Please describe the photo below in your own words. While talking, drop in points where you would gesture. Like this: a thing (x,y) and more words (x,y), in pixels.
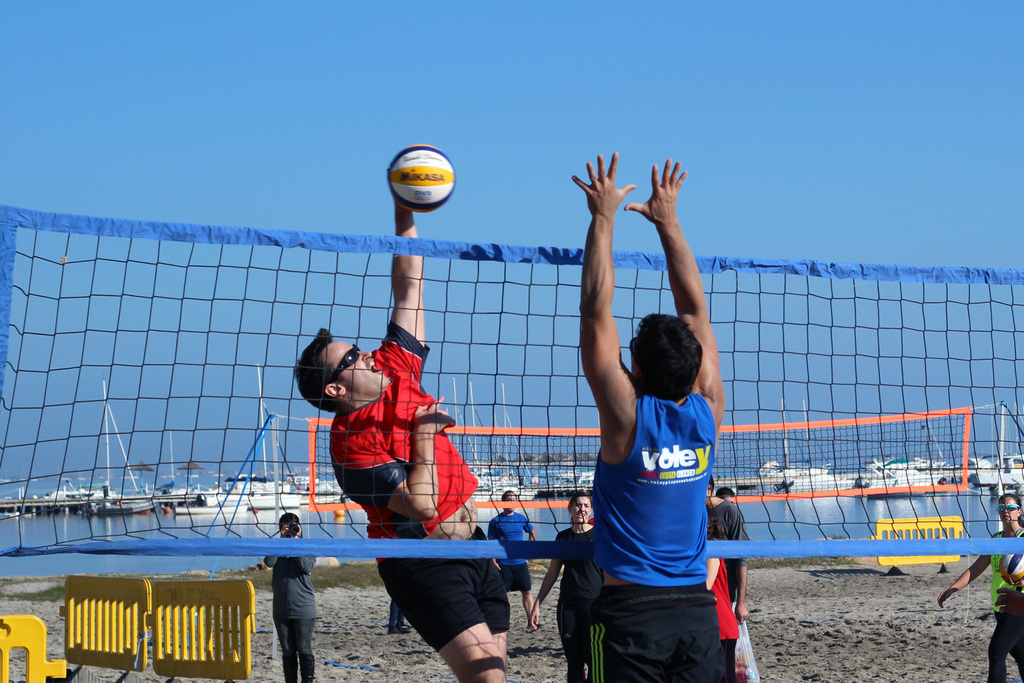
In this image there are group of people (556,561) playing volleyball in the sea shore (975,643) behind them there are so many ships (916,470) in the water (550,536).
